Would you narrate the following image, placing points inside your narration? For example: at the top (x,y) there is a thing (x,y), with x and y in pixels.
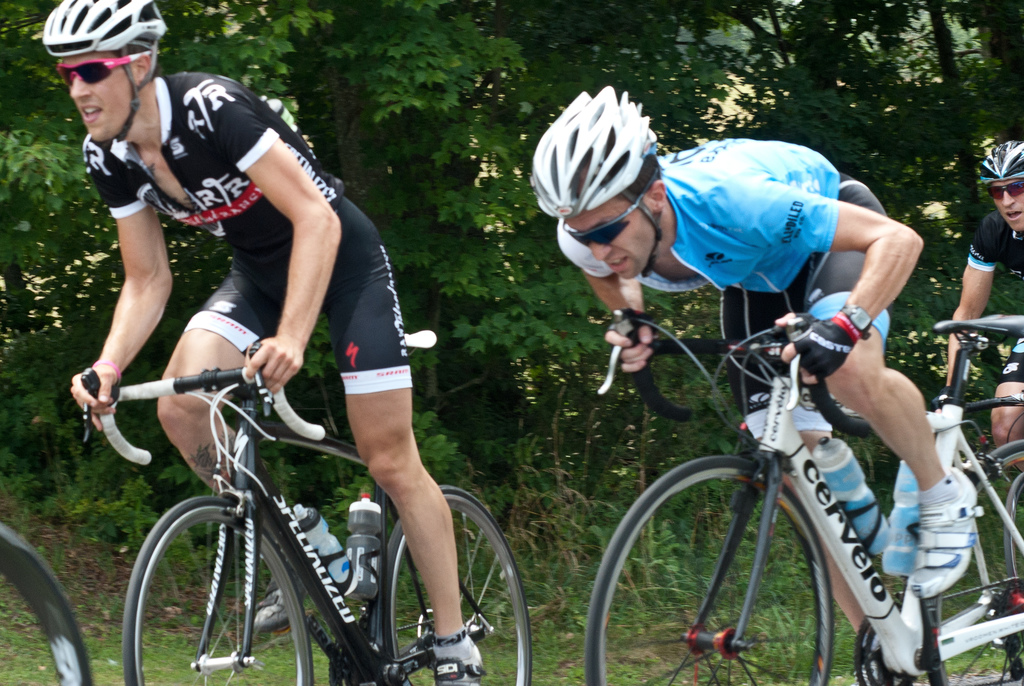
There are three persons (761,235) wearing helmet (113,47) and goggles (84,62) are riding cycles (780,473). On the cycles (315,562) there are bottles (367,504). In the back (331,129) there are trees (599,70).
